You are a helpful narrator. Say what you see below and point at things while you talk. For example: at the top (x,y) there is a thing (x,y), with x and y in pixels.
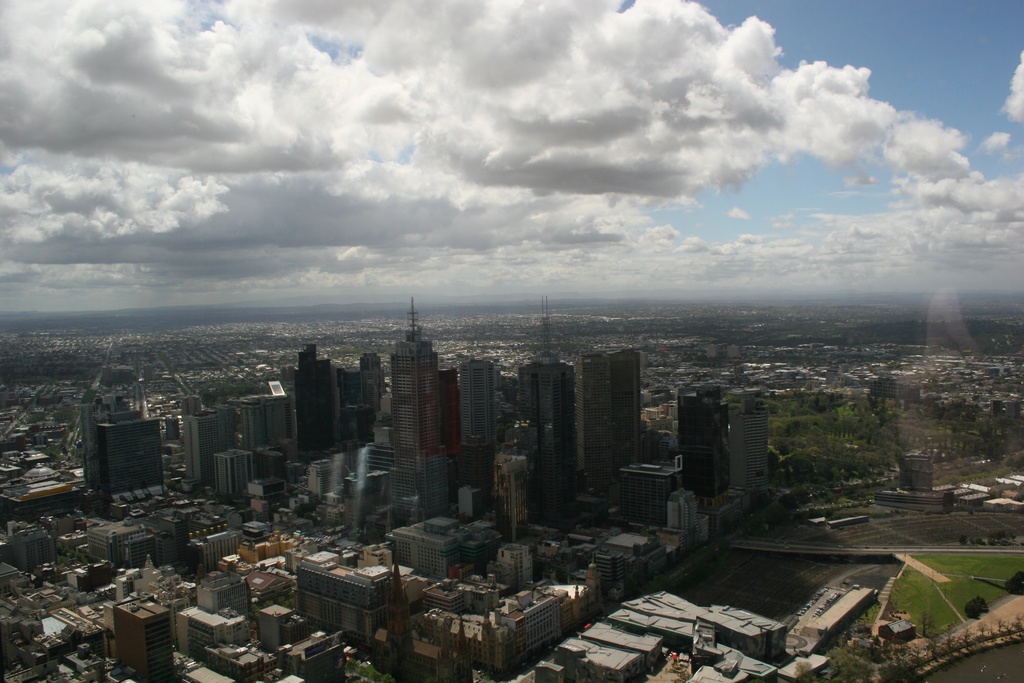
In this image I can see number of buildings (398,481), trees (872,663) and in the background (589,276) I can see clouds (704,258) and the sky (910,111).
